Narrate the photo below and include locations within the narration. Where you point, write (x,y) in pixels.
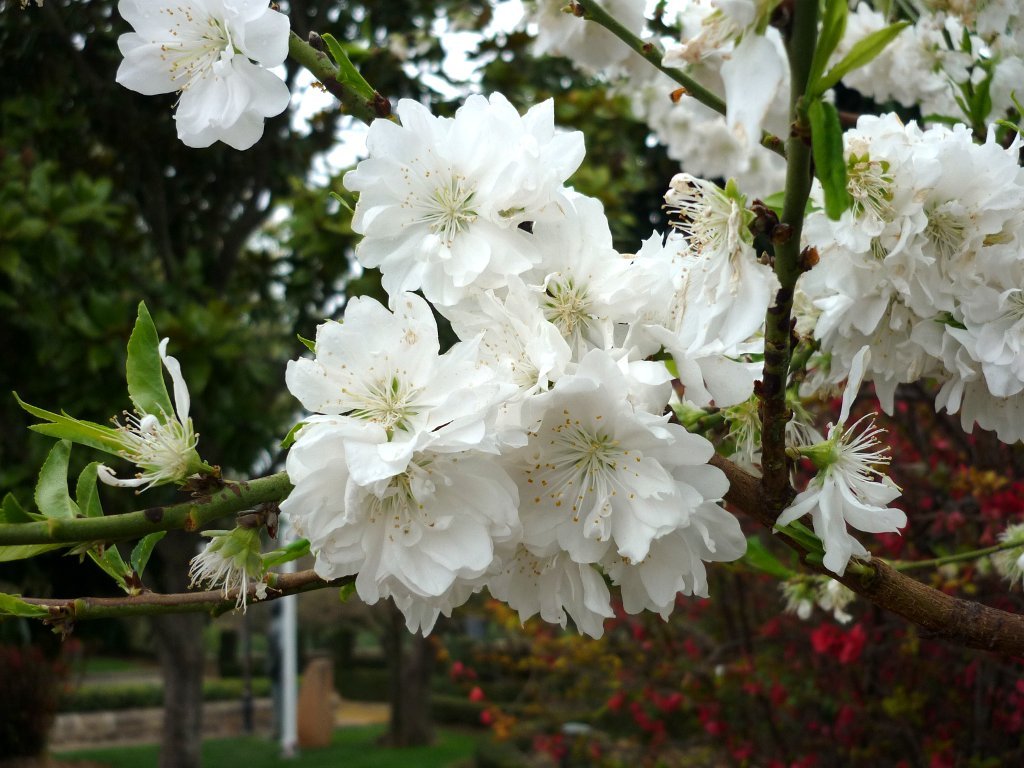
Here we can see a plant (336,511) with flowers (822,448). In the background (360,280) there are trees (314,1), pole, plants (573,672) with flowers (951,524) and sky (313,178).
